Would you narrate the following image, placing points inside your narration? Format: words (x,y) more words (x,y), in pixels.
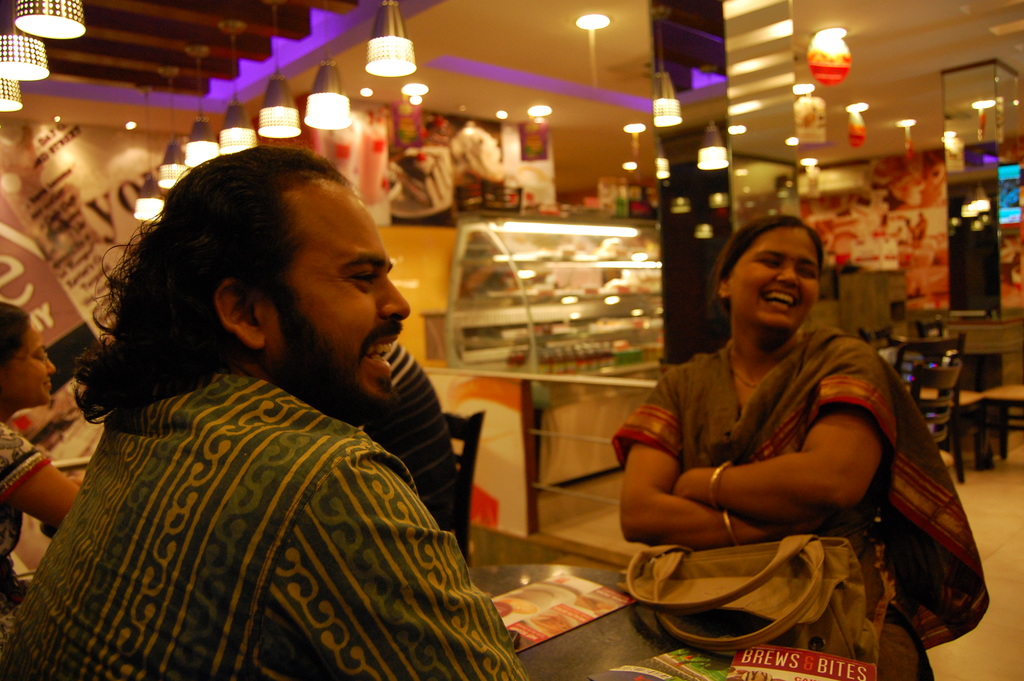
In this picture there are two people (376,365), one woman (773,223) and one man (247,495) sitting besides a table (625,626), both are laughing. In the background (1004,324) are some lights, lanterns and some tables (964,323).
